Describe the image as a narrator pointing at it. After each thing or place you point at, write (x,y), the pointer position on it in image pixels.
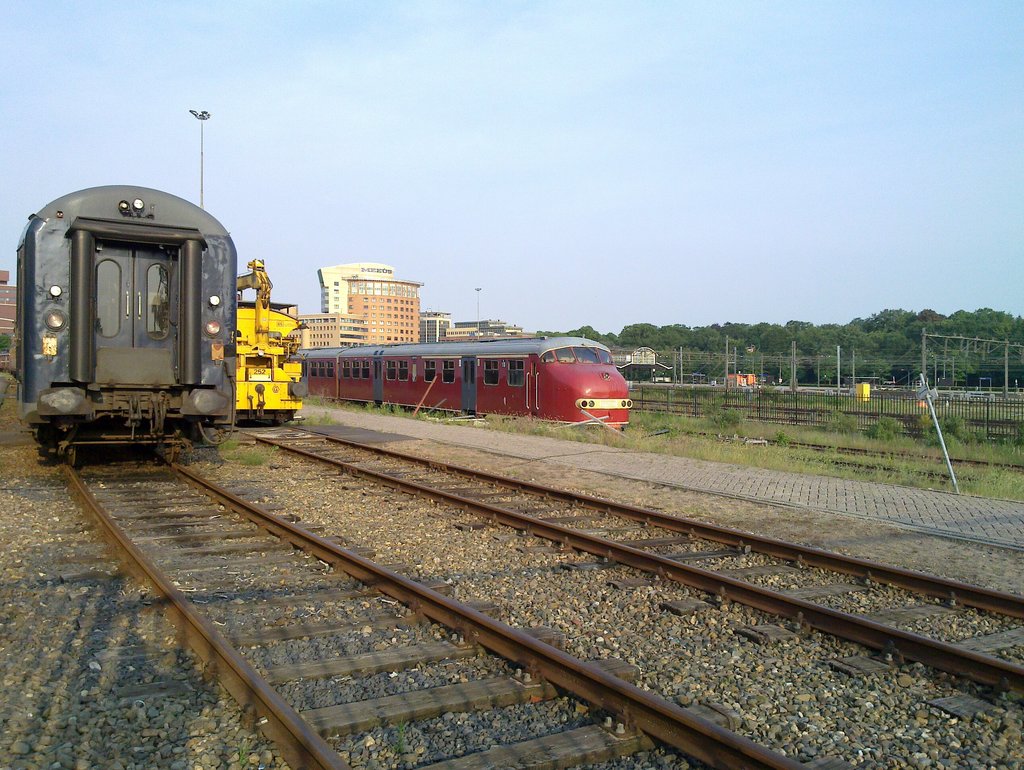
In the picture I can see the trains (371,355) on the railway tracks (642,530). I can see a light pole (197,119) on the top left side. In the background (776,335), I can see the buildings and trees (757,335). I can see electric poles (946,335) and electric wires (918,348) on the right side (794,352). There are no clouds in the sky (553,161).
